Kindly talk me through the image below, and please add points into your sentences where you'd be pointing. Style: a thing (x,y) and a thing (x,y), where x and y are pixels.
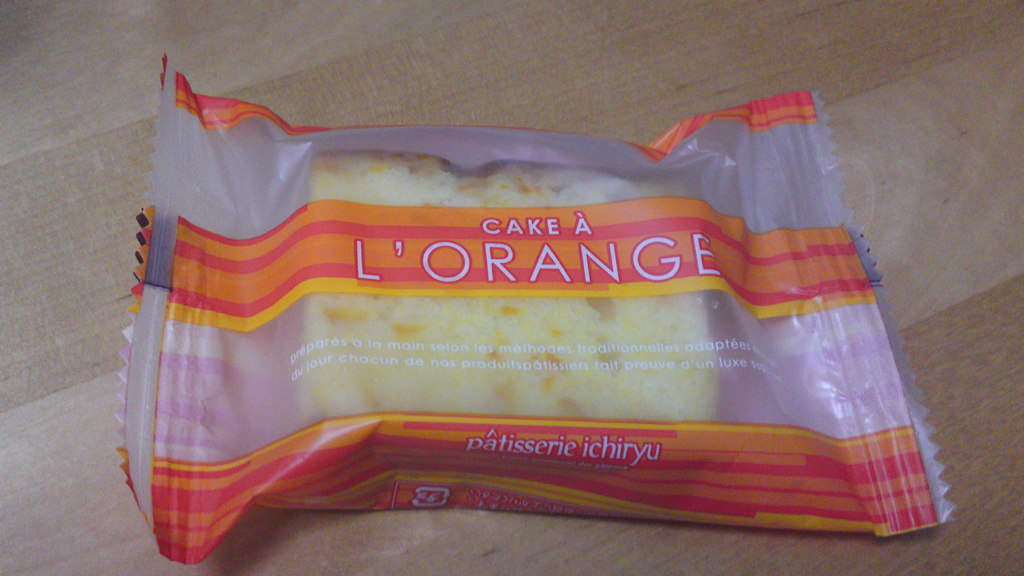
In this image I can see the cake (466,398) packed with the plastic cover (275,458). The cake (383,375) is in cream color. It is on the brown color surface (598,73).
